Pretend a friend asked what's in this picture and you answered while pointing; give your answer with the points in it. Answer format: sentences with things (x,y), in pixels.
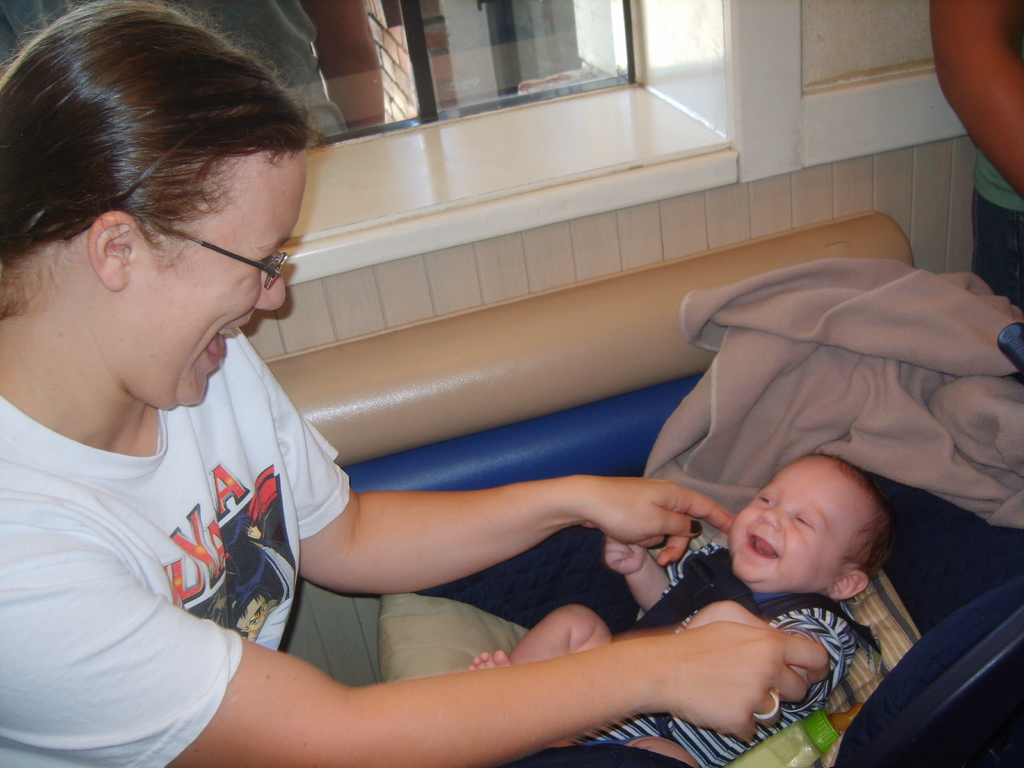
In this image I see a woman (163,229) who is smiling and I see that she is wearing a white t-shirt (281,533) and I see a baby (731,564) over here on this blue color couch (918,543) and I see the cream color cloth (781,344) over here and I see a person (954,48) over here. In the background (562,68) I see the window glass (361,49) and through the glass (288,72) I see a person's hand (344,87).
